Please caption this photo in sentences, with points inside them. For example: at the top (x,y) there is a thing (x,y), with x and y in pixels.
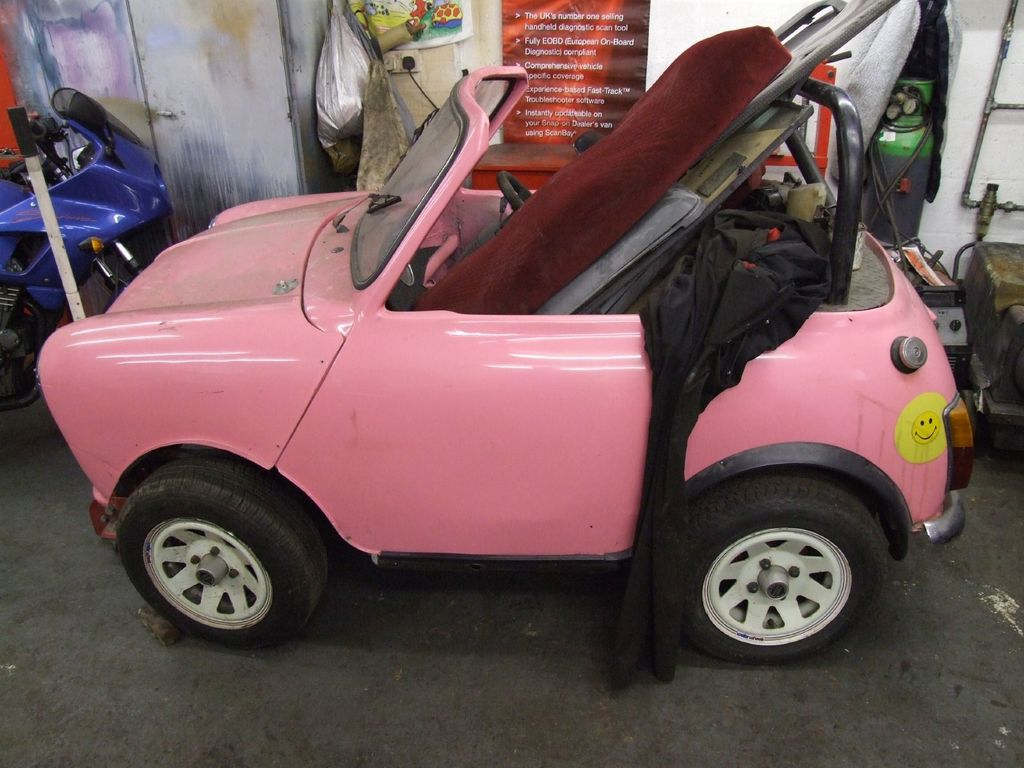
In this image I can see the vehicle (197,417) and the motorbike (114,289). In the vehicle (417,318) I can see few metal objects (675,240) and the clothes (664,279). In the background (966,305) I can see the machine (952,368), banner (622,114) to the wall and some objects (936,163).
